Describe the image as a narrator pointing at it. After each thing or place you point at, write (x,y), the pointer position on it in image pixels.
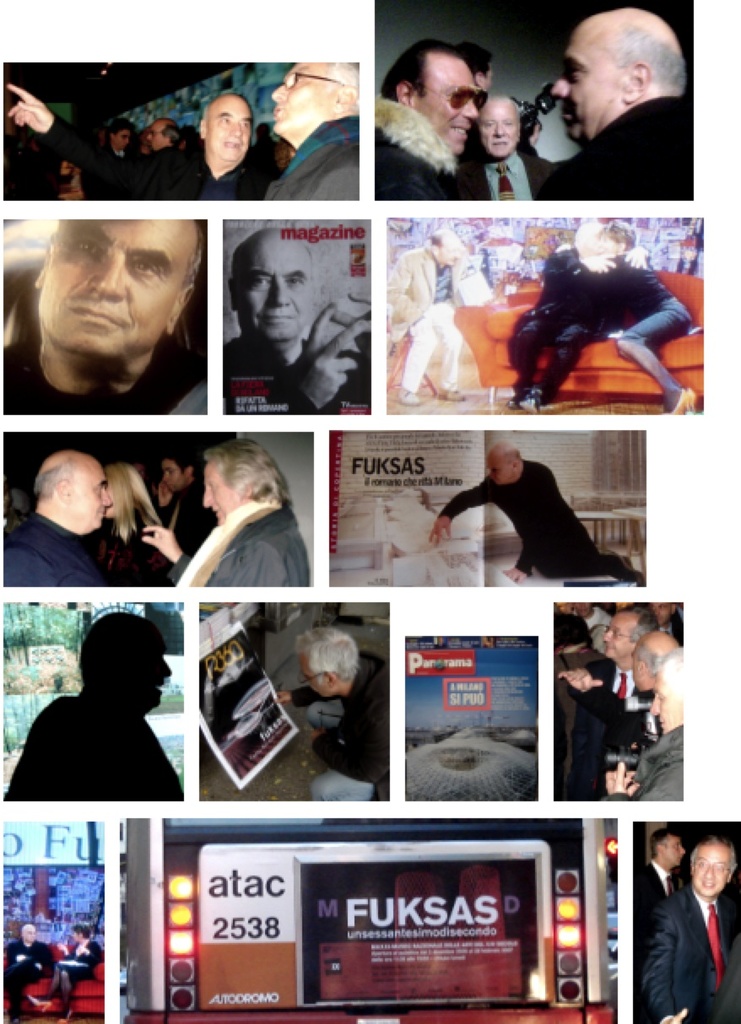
This is a collage. In the picture there are lot of men (173,511), posters (246,702). At the bottom (404,988) there is a vehicle (381,933). On the left (43,954) there are people (86,929) sitting in couch (57,955). At the top (689,327) towards right (506,368) there are people (556,310) sitting in couch (506,300).
